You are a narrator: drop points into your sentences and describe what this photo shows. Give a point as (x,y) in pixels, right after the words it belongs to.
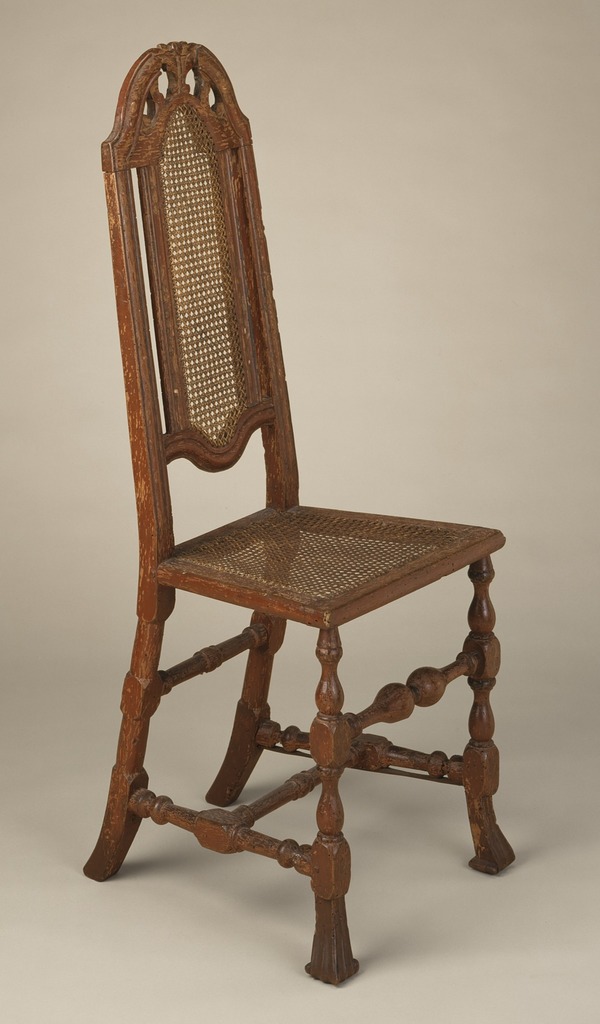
In the middle of this image (226,437), there is a wooden chair (132,161) arranged on a surface (411,873). And the background (5,10) is white in color.
